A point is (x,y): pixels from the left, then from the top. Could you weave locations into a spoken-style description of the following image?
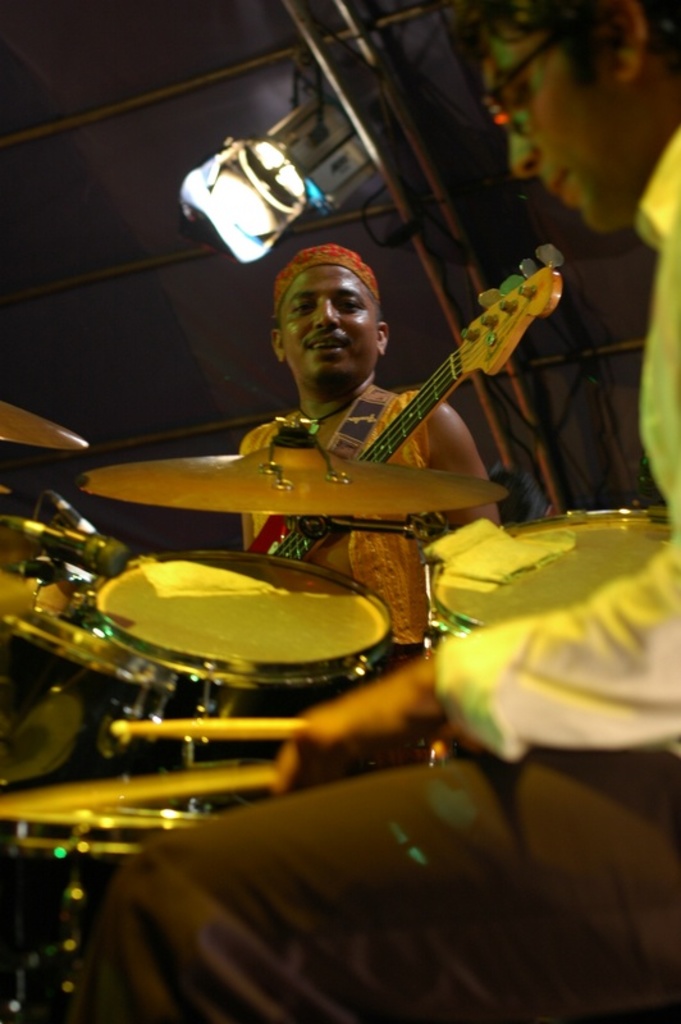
In the center of the image (359,372) there is a man (333,545) standing and holding a guitar (390,452). On the right (523,919) there is another man (454,795) who is playing a band (194,646). At the top (279,170) there is a light (270,191) which is attached to the tent (256,97).
